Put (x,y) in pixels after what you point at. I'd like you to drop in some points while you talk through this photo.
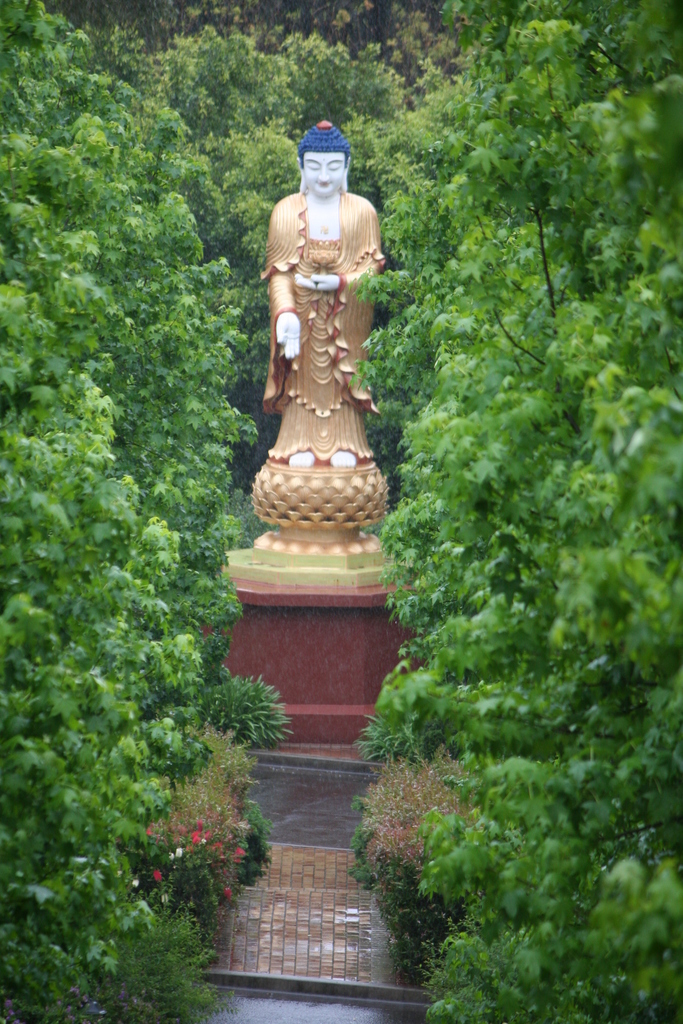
In this picture there is a statue (330,472) and there are trees (385,694). At the bottom (328,937) there is a floor (392,1004) and there are flowers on the plants (147,853).
